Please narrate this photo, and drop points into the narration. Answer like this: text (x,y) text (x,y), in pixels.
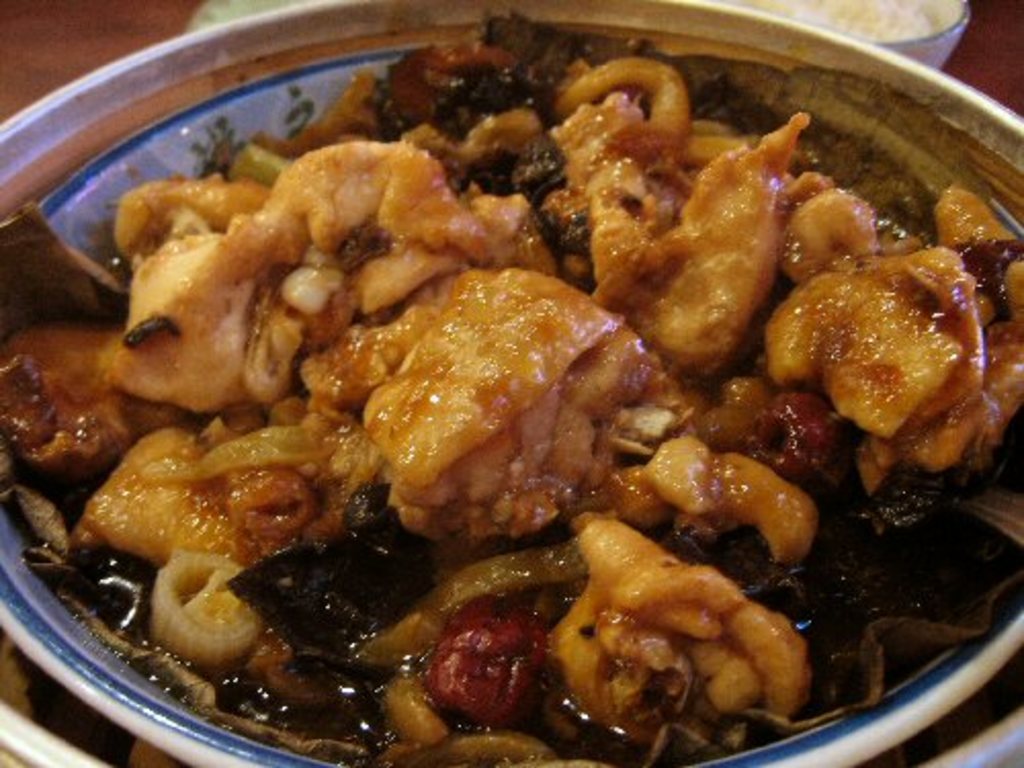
This image consists of a bowl (744,31). In that there are some eatables (622,506). This is placed on a table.
